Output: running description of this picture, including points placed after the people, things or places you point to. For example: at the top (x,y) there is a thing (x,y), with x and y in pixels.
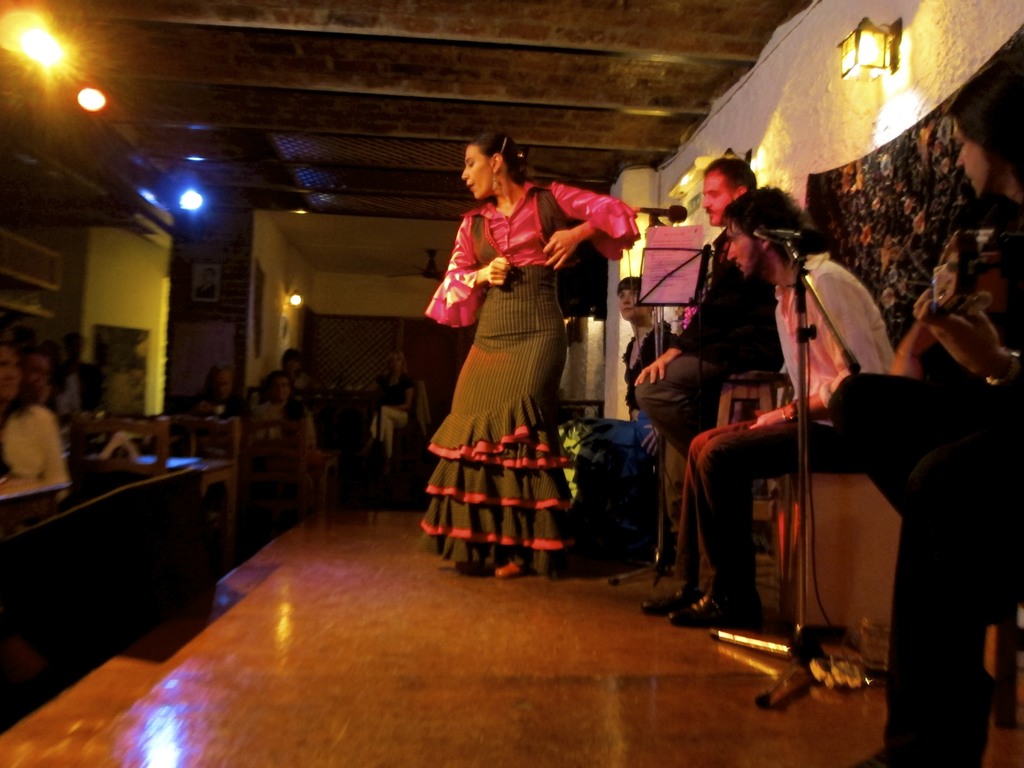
In this image we can see a woman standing on the stage (699,655) and some people (690,520) sitting beside her. We can also see a mic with a stand (656,321), a stand (709,247) with a paper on it and some lamps (888,50) on a wall (885,89). We can also see a group of people (286,404) sitting on the chairs (209,477), a photo frame (213,298) on a pillar (233,300) and a roof (258,187) with a ceiling fan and some lights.
